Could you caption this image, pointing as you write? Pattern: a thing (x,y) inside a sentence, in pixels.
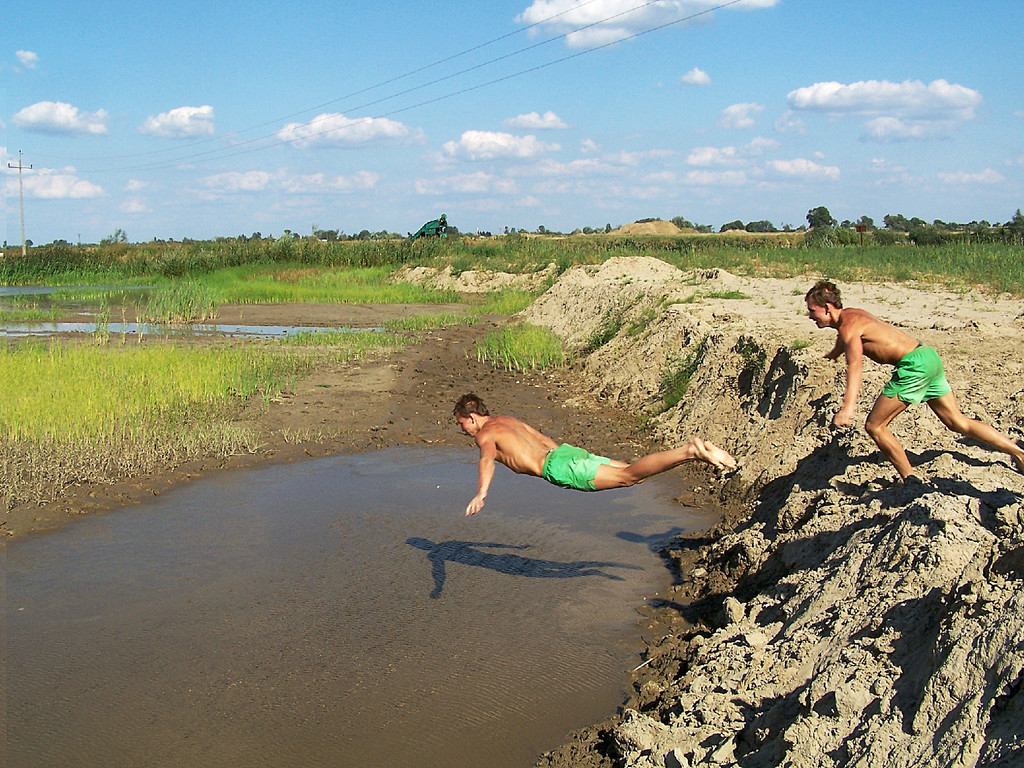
In the image we can see there are two boys (699,443), one is jumping and the other one is trying to jump. Here we can see water (266,483), grass (80,249) and the cloudy sky (548,90). We can even see an electric pole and the electric wires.
